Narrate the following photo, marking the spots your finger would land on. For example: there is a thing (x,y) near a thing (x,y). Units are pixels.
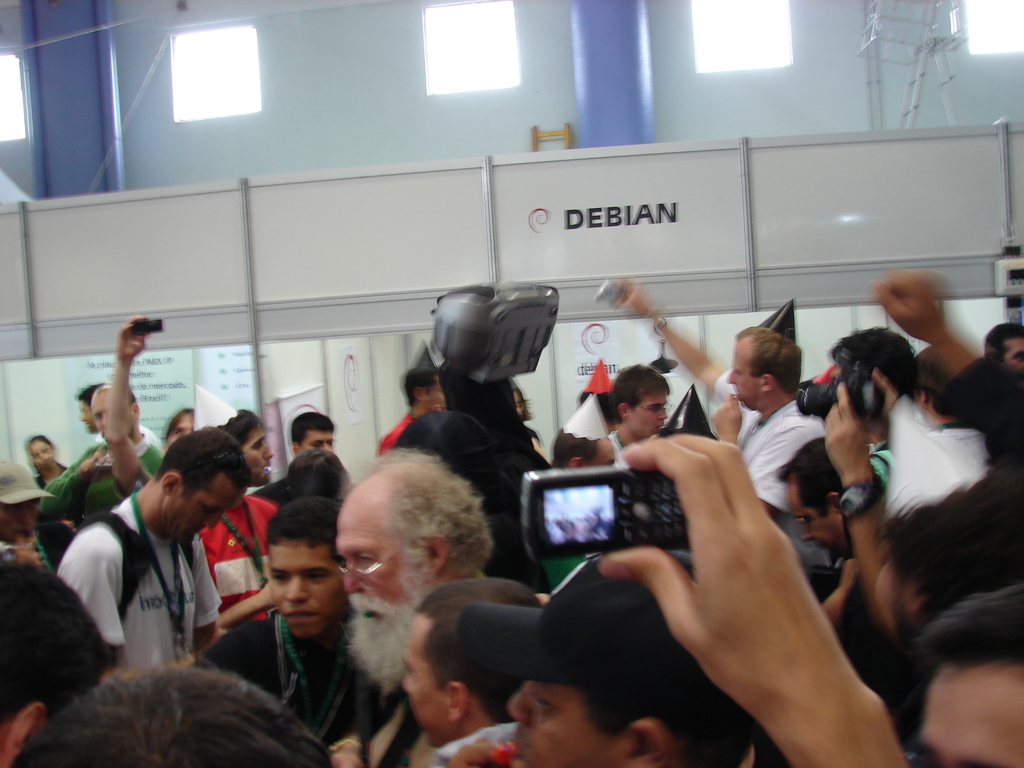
In this picture there are group of people (545,587) and few people (714,596) are holding the devices (648,518) and there is a man (859,334) holding the camera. At the back (171,317) there is text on the wall (178,264) and there are posters (352,412) on the wall (388,420). There is text (241,354) on the posters (229,369). At the top (480,45) there might be windows (493,54) and there is an object (935,24).
